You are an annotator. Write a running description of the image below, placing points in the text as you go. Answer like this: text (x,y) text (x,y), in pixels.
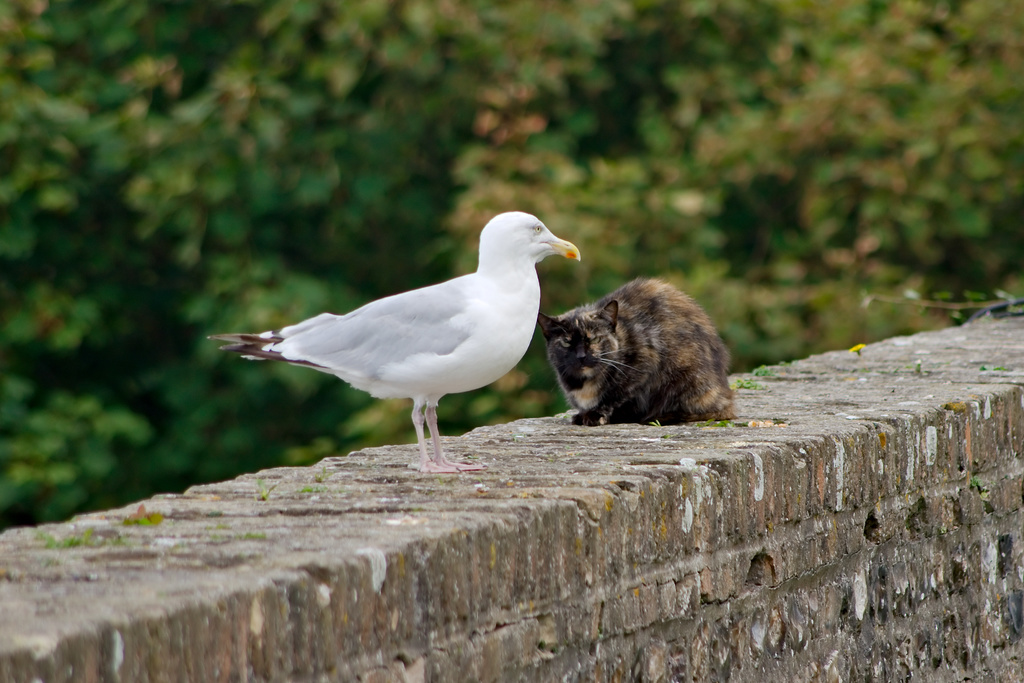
In this picture we can see a bird (483,247) and a cat (681,331) on the wall (554,502) and in the background (334,236) we can see leaves (284,146).
